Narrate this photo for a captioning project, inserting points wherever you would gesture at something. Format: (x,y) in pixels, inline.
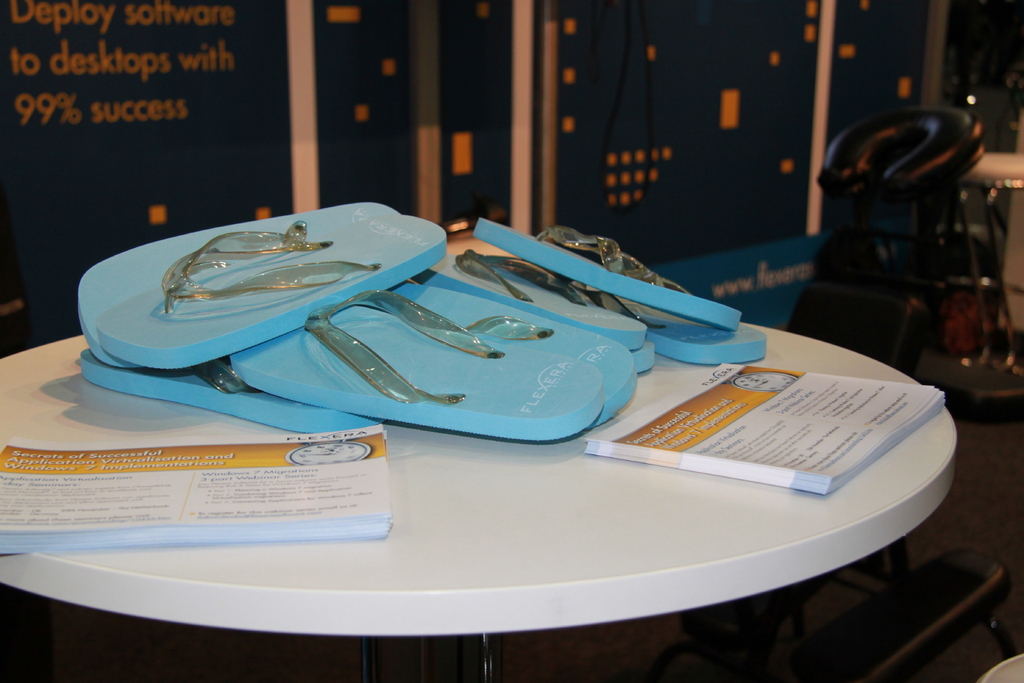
This picture is clicked inside. In the foreground (475,549) there is a white color table (622,551) on the top of which we can see the papers (285,530) and blue color slippers (482,316) are placed. In the background (792,108) we can see the wall (389,157) and the text (778,277) on the wall (776,264) and there are some objects (966,224) placed on the ground (996,452).
